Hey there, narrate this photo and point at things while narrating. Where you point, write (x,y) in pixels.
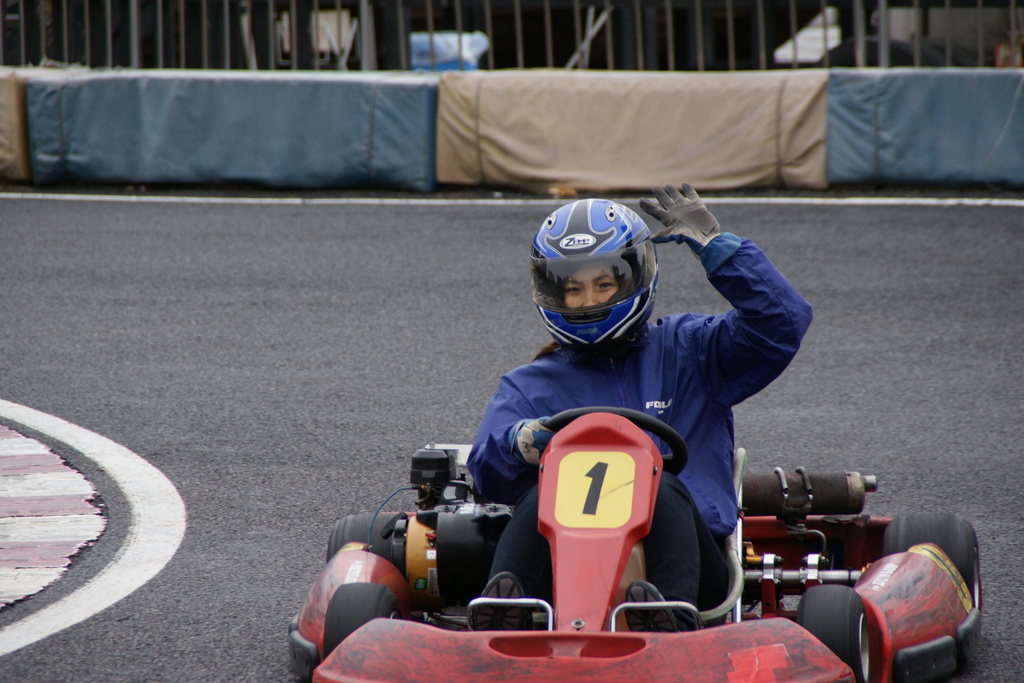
In this image I can see the person (573,398) sitting on the vehicle (608,625). I can see the person (653,383) is wearing the blue and black color dress (646,397) and also helmet (593,322). In the background (479,141) I can see the blue and brown color sheet (470,130) and the railing (429,10).
